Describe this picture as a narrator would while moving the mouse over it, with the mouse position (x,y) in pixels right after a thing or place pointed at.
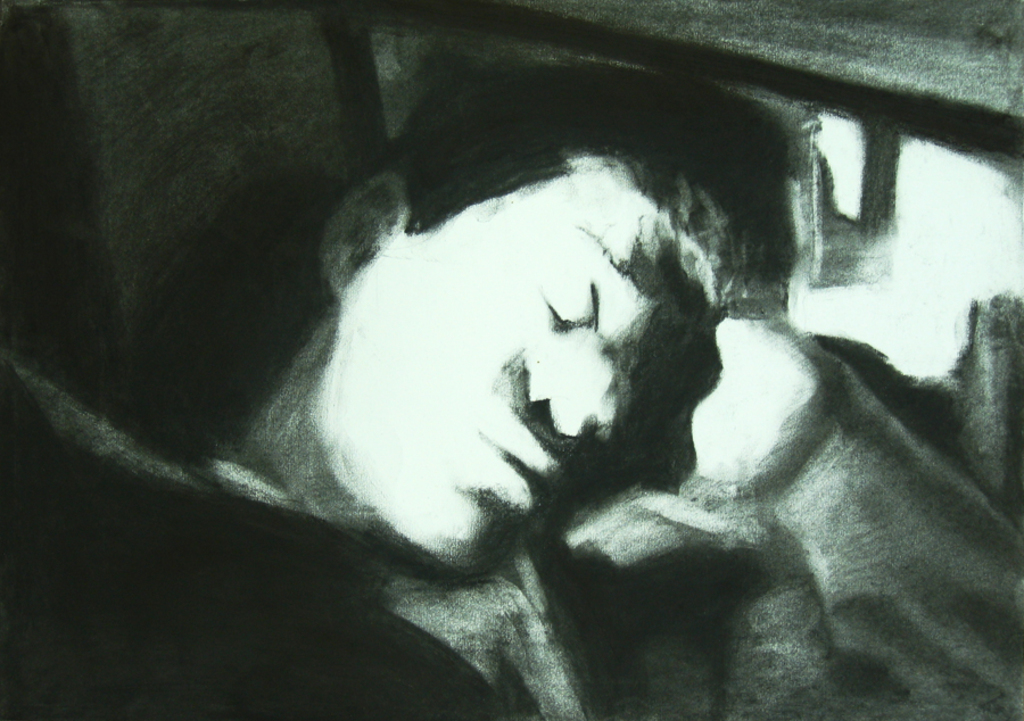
In this picture there is a portrait (307,379) of a man (323,355) in the image.
